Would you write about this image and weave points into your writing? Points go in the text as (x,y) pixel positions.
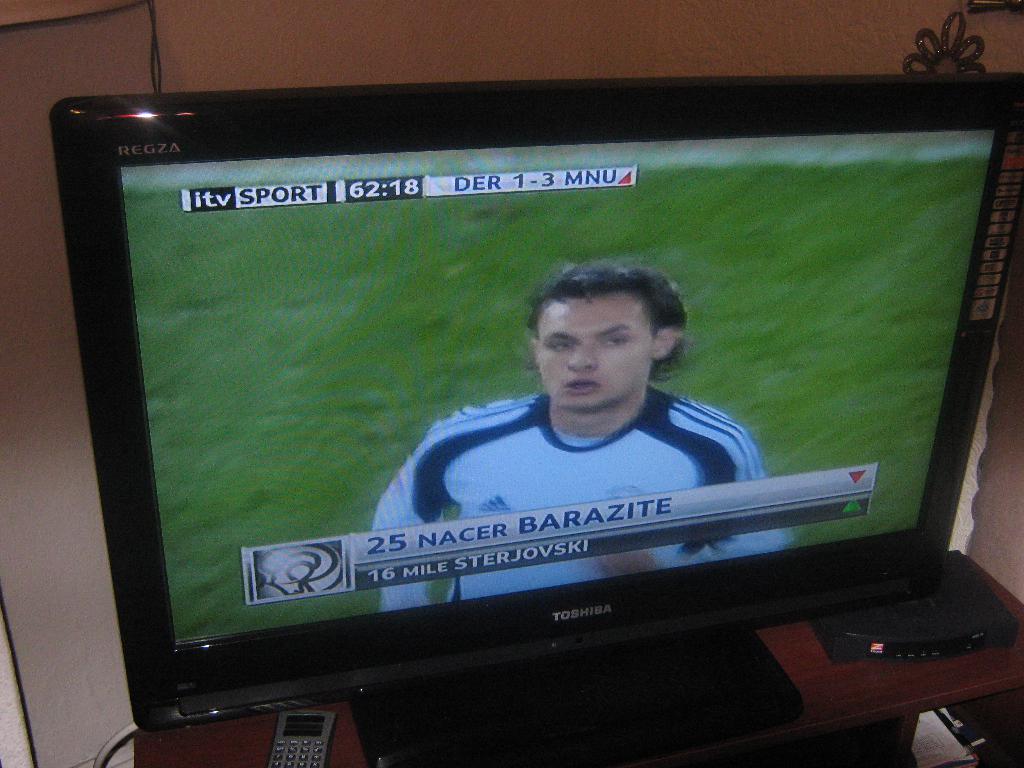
In this image, we can see a television (509,608). On the screen (632,539), we can see a person (597,472), grass (428,374) and some information (580,555). At the bottom (884,698), we can see a wooden desk (856,733). Few objects (928,628) are placed on it. Background (799,42) there is a wall (585,77), wires (159,62) and object (962,67).
